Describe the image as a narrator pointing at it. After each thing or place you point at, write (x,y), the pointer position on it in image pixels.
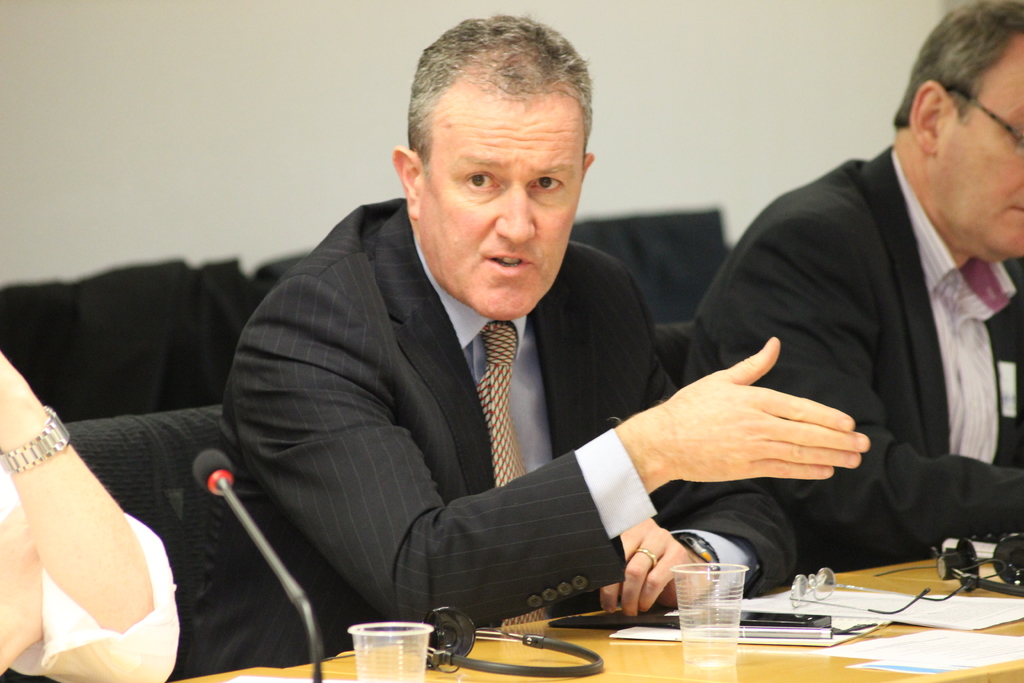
On the left side (60,625), there is a person (52,606) in white color shirt (48,617), keeping elbow (133,653) on a table (237,677), on which there is a mic (216,485), glasses (423,658), headsets (941,560), a mobile (769,618), a spectacle (795,601) and documents (1023,606). In the middle of the image (512,452), there is a person (505,226) in a suit (352,337), speaking and sitting. Beside him, there is another person (916,242) in a suit (872,273), sitting. In the background (764,101), there is a white wall (281,38).
